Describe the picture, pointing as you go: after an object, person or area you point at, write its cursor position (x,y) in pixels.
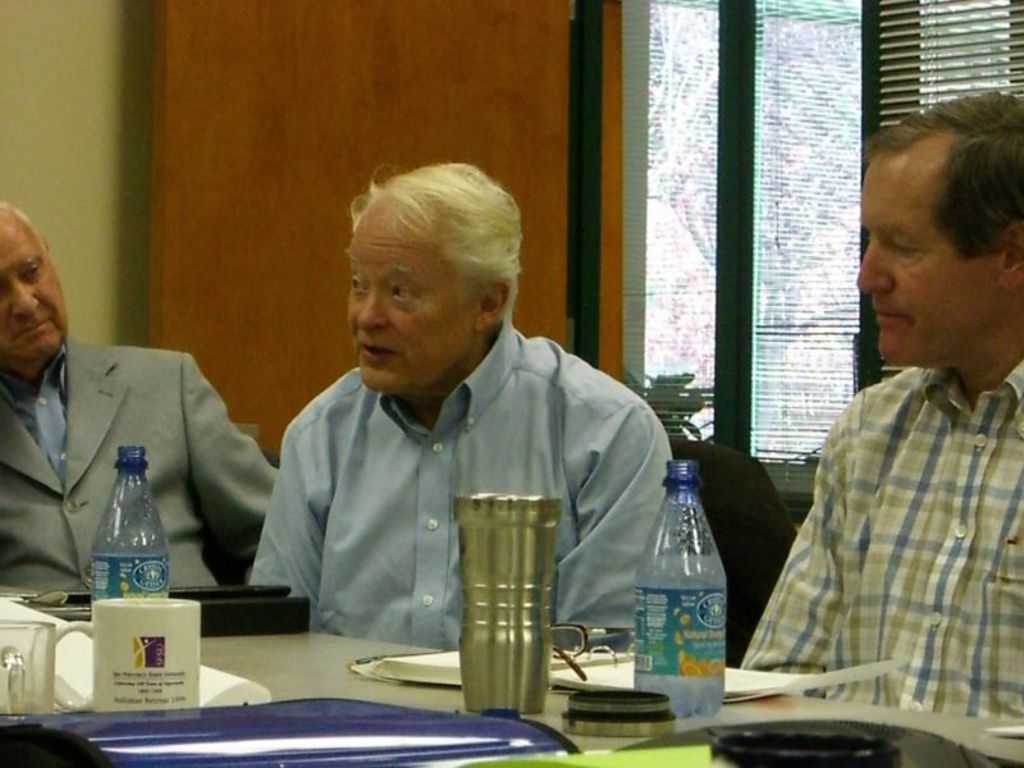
In this picture there are group of people (31,265), those who are sitting around the table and there is a window (1021,31) at the right side of the image (699,52), there are some paper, water bottles (126,466), mugs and books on the table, the person (360,552) who is sitting at the center of the image (424,450), he is saying something to the other people (273,474).
